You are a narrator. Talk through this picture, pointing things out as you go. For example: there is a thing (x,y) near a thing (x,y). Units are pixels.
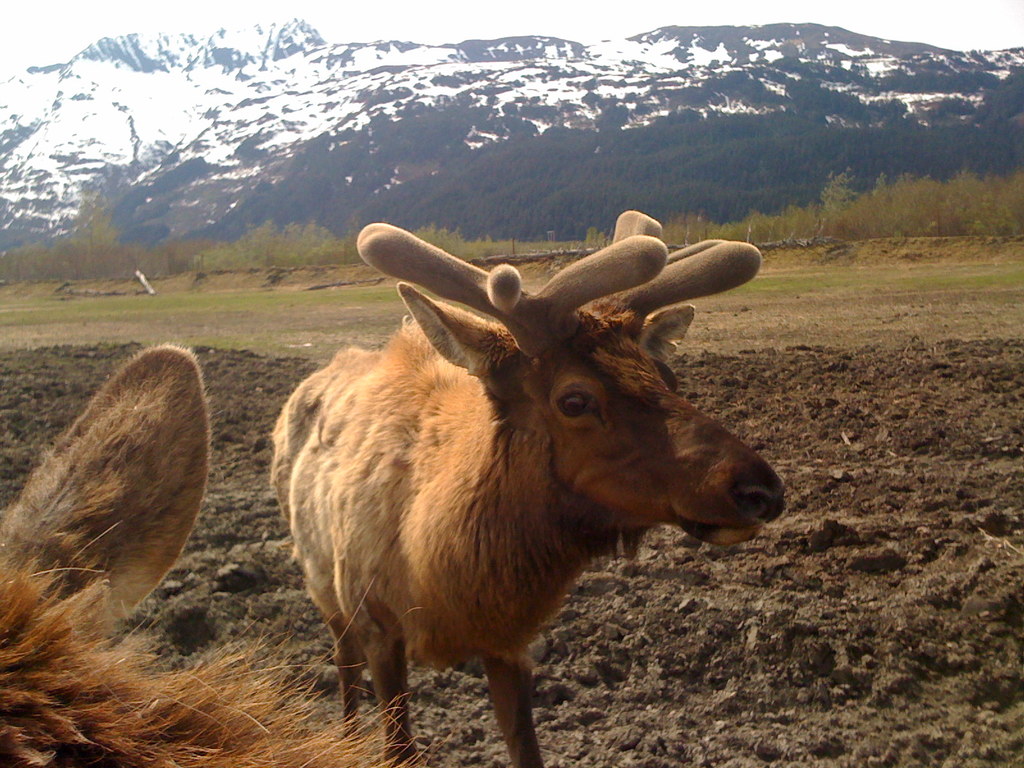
In this picture we can see an elk (577,518) standing here, at the bottom (807,560) there is soil (765,716), we can see some trees (761,180) in the background (487,177), there is grass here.
